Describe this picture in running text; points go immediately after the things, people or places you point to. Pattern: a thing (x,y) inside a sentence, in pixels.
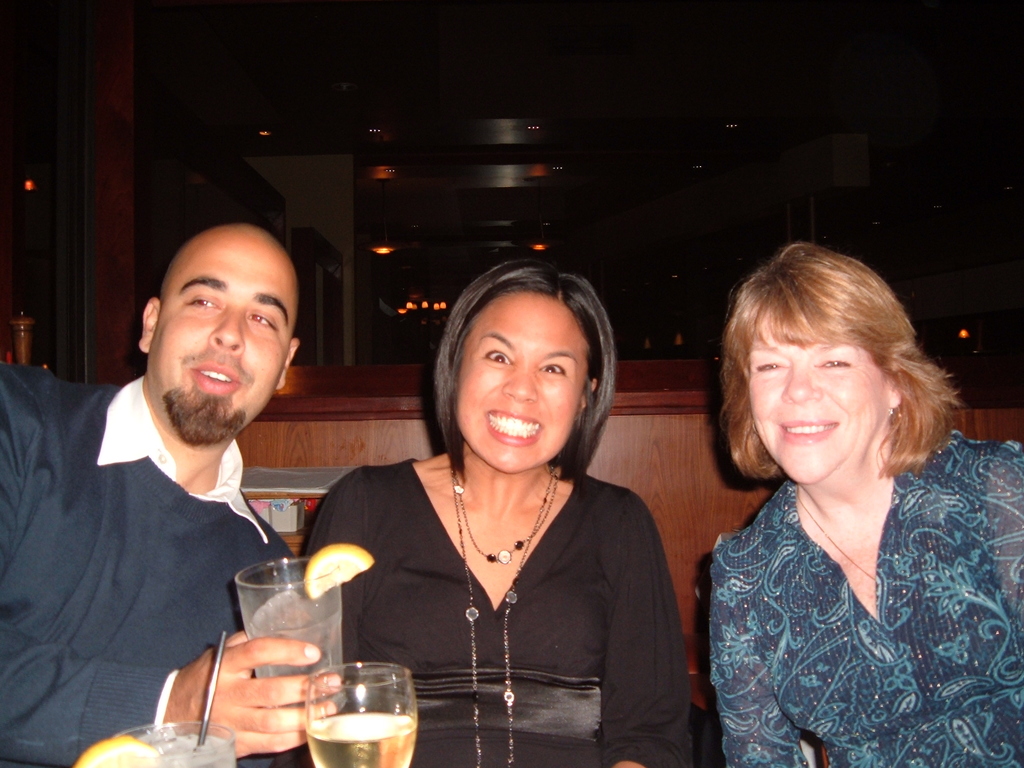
In this picture we can see few people (343,619) are sitting, among them one person (235,641) is holding glass (261,628), we can see some glasses (329,742).
